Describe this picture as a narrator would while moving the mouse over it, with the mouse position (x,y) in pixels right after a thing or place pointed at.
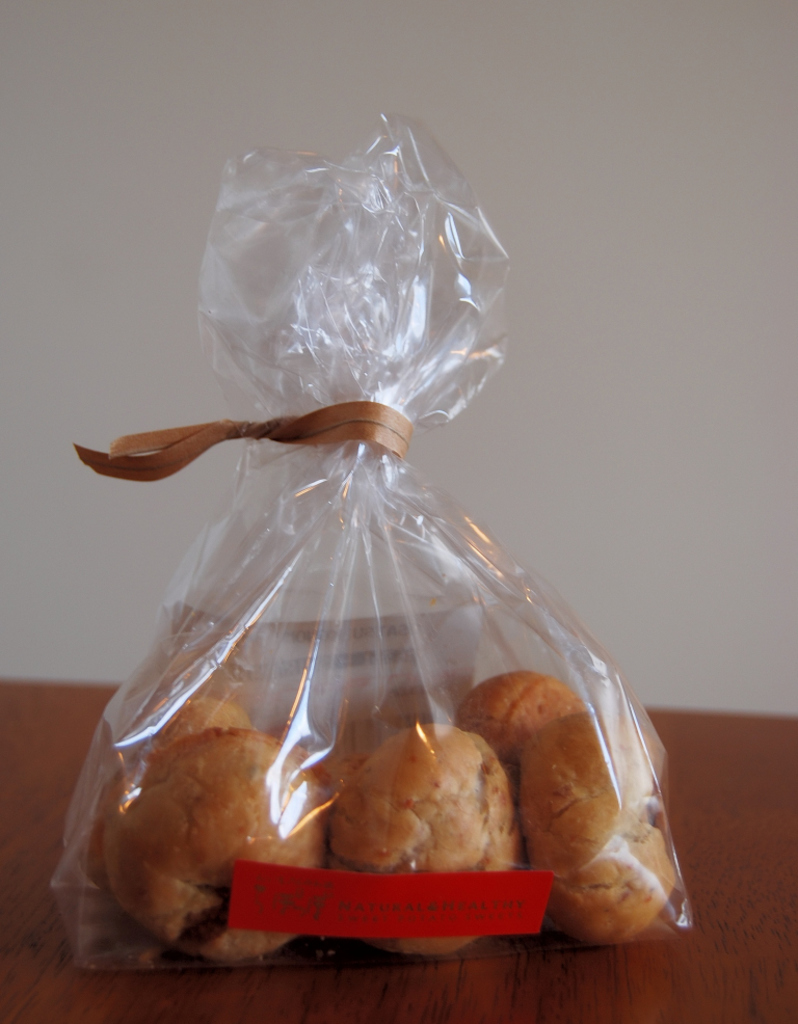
In this image we can see a plastic bag (427,850). There are few labels (353,896) on the plastic bag (370,913). There is some food (474,760) in the image. There is a table (656,968) in the image.
